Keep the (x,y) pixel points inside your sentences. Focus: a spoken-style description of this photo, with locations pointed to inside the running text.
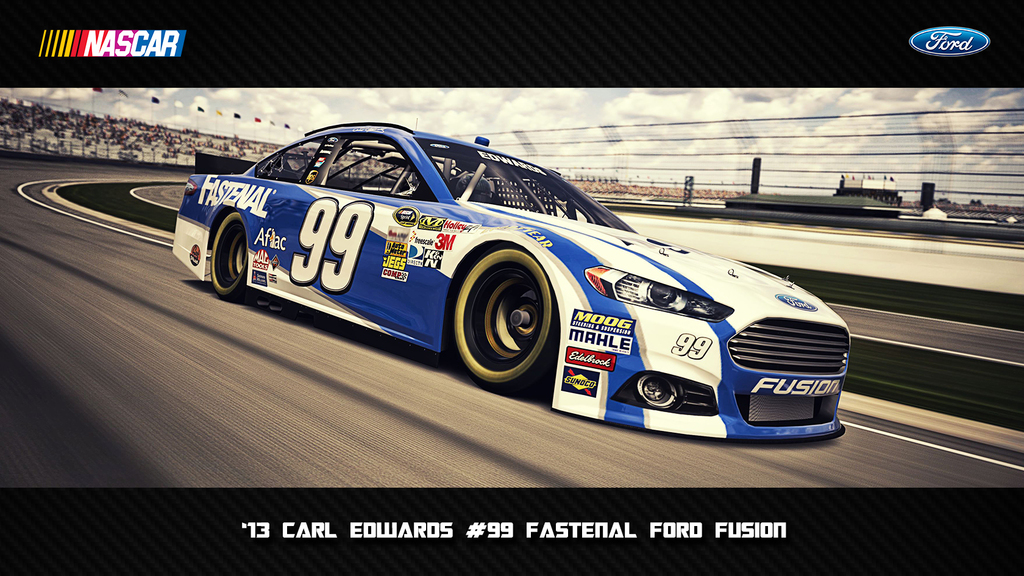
In this picture we can see a car (363,169) on the road (259,371), flags (99,90), fence (681,140), logos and some objects (769,204) and in the background (246,105) we can see the sky (609,99) with clouds (439,99).
